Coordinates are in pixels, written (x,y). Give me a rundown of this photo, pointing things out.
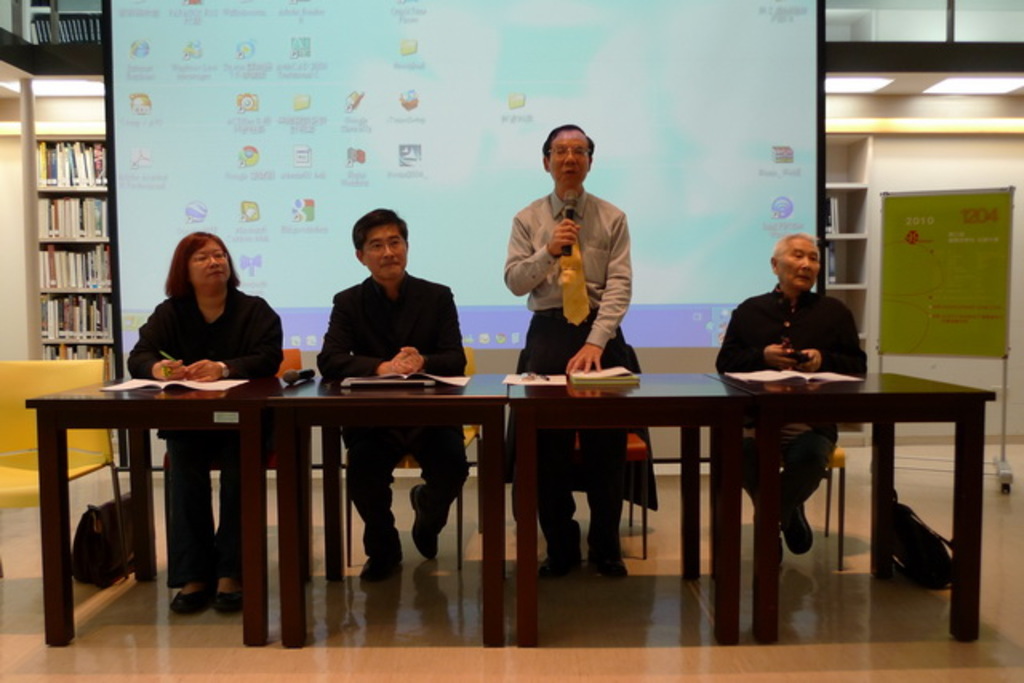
there are so many people (377,526) sitting in a chairs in front of a table (295,527) there are some papers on it, and one of them is standing and speaking in a microphone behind them there is a big screen projection (562,99) and there is a bookshelf (83,287) with lots of books (68,349) in it.
